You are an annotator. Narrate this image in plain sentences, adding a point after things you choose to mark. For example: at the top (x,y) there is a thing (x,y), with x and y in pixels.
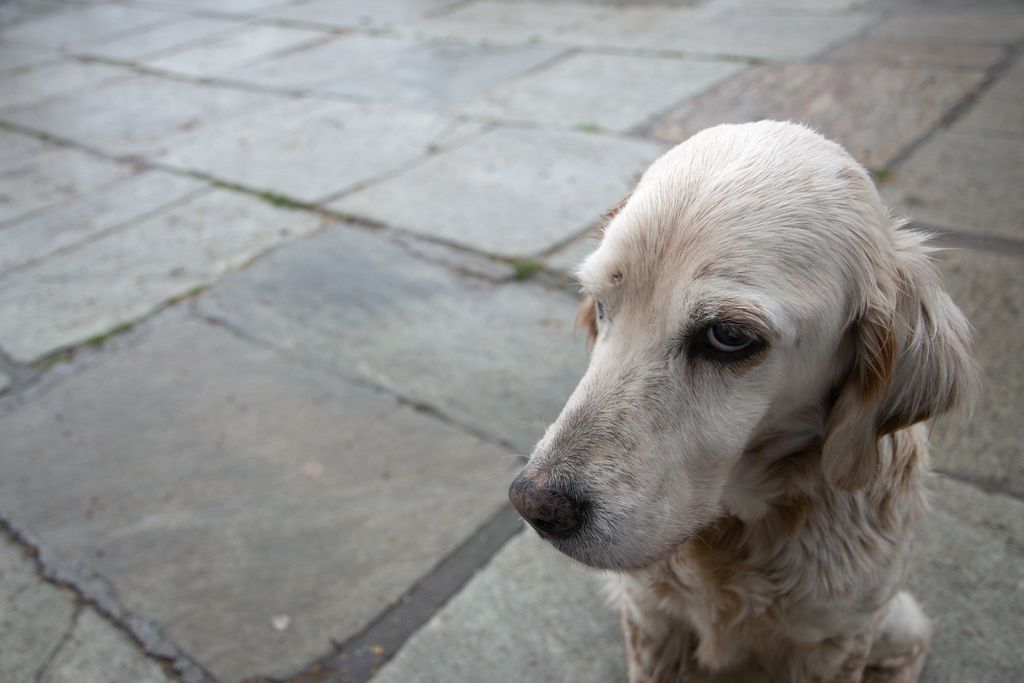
On the right side (842,409) we can see a dog (825,339) is sitting on the floor (416,250).
